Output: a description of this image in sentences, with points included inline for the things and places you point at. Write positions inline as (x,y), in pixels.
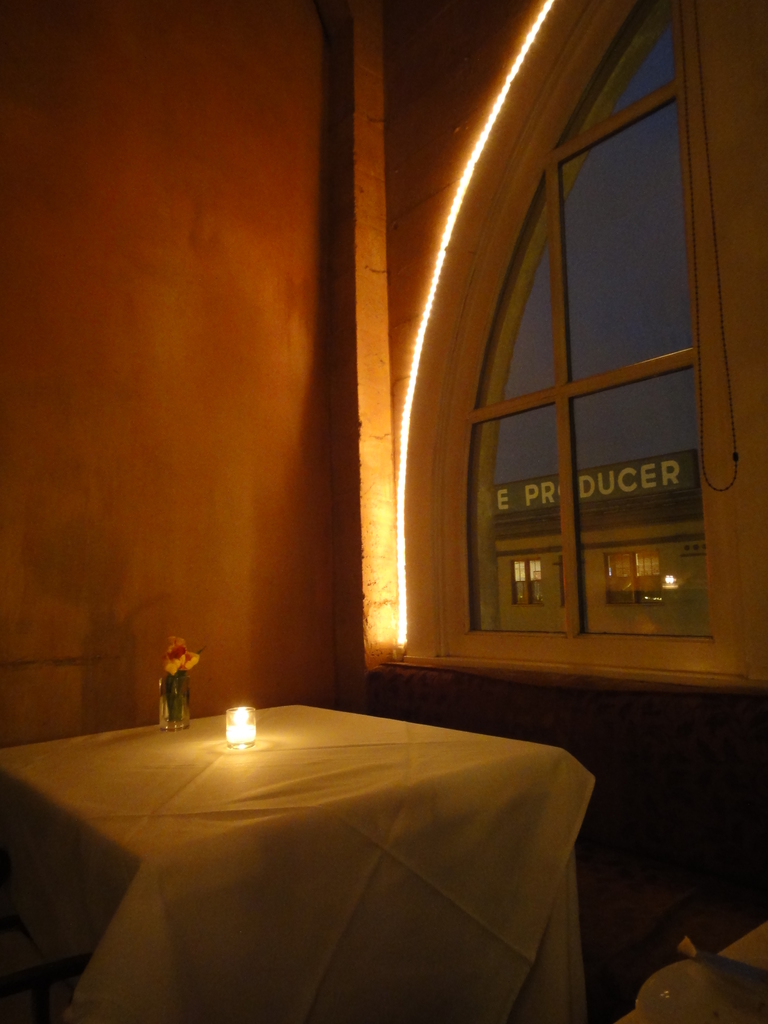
In the image we can see there is a candle (247,721) kept in a glass (246,723) and beside there are flowers (181,661) kept in a vase (183,688). There is a white cloth (256,784) spread on the table (352,862) and outside the window (616,557) there is a building (588,582).
